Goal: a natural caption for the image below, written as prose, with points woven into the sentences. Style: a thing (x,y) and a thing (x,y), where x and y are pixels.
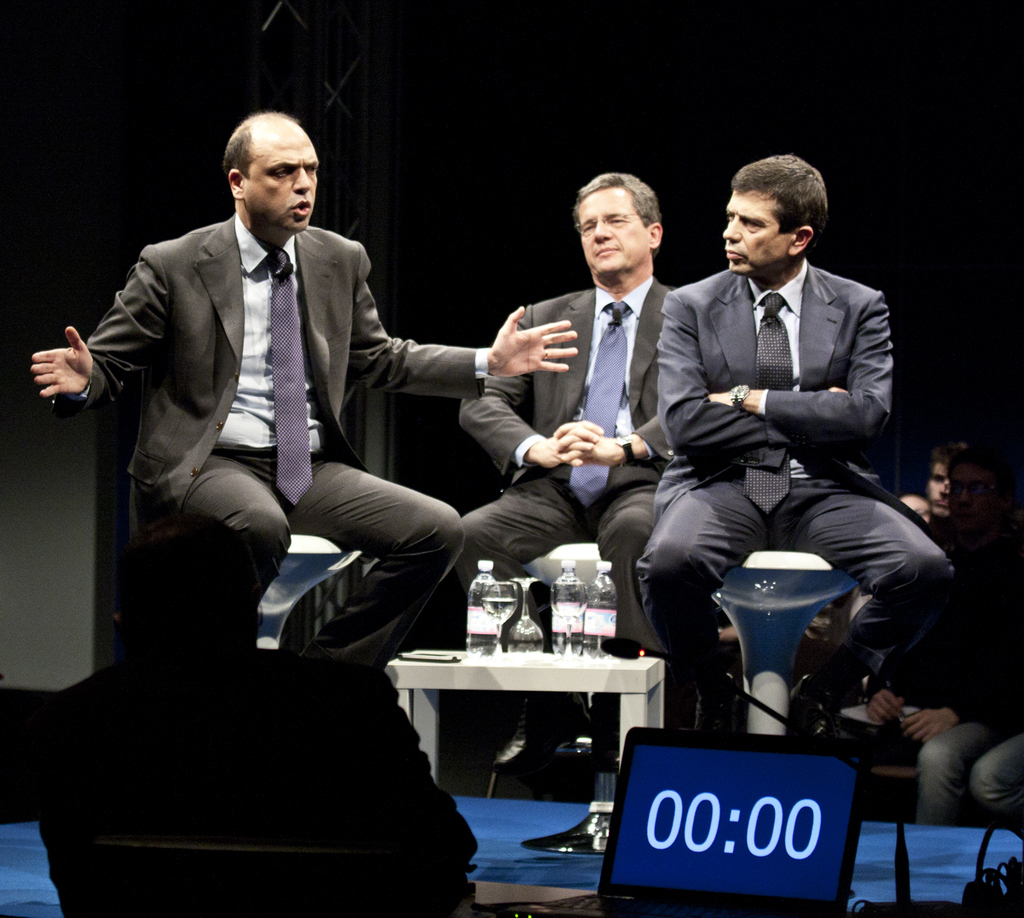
Here I can see three men (274,411) are sitting on the chairs (302,559). The man (216,378) who is sitting on the left side (251,518) is speaking something. The remaining two are looking at this man (235,335). These three are wearing suits (208,354). In front of these people (201,329) there is a small table (479,669) on which I can see three bottles (607,616). At the bottom of the image (696,892) there is a laptop (692,890). On the right side (967,557) I can see few more people (971,648) are sitting and looking at these men (781,421).
